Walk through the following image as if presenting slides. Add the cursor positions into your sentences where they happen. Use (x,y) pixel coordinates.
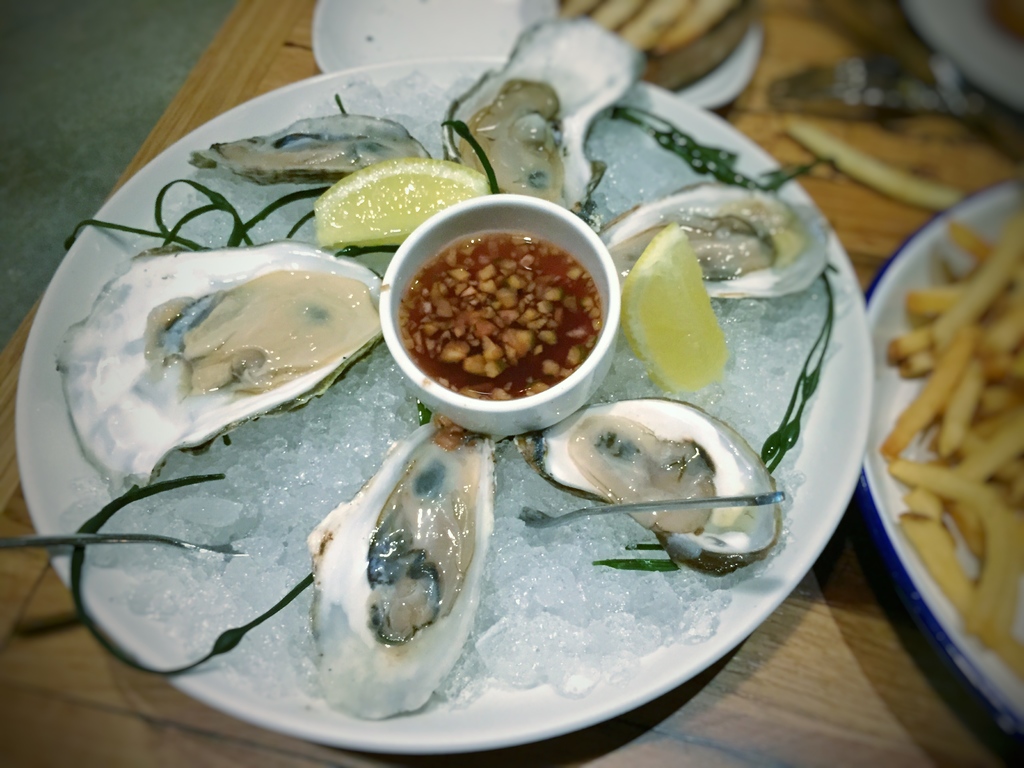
This picture shows food (198,397) in the plates (888,514) on the table (305,2). we see french fries (949,380) in one plate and some food (253,341) in another plate (228,126).
